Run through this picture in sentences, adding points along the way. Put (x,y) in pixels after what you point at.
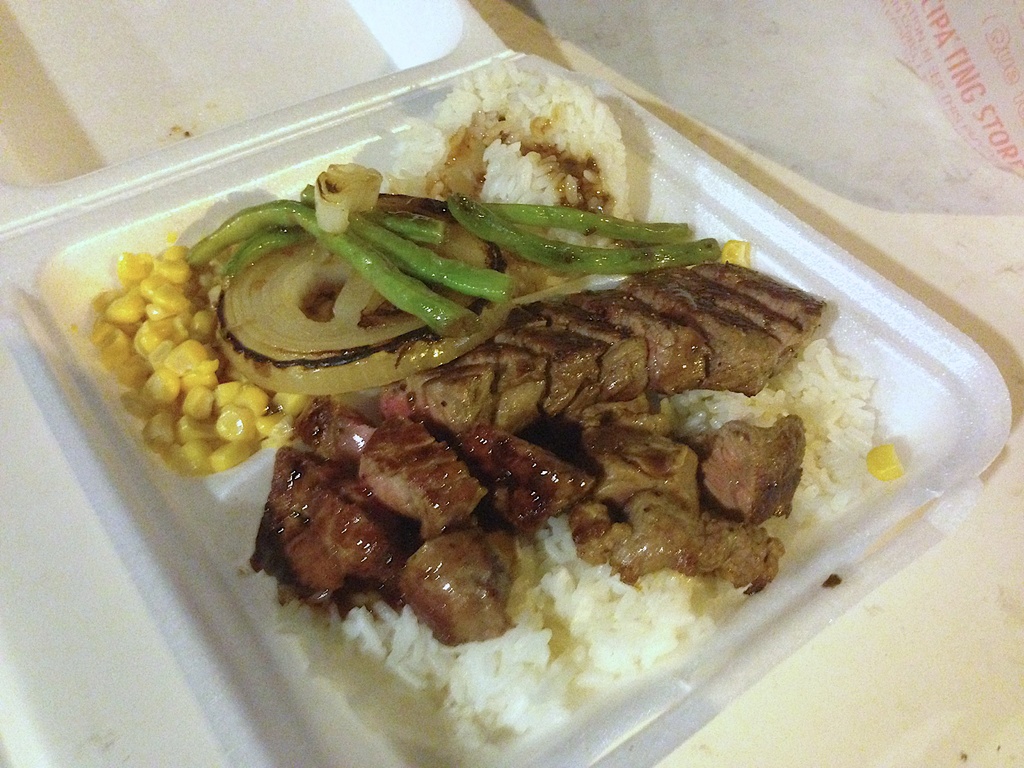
In this picture I can see food items (371,346) in the plate (397,379).
